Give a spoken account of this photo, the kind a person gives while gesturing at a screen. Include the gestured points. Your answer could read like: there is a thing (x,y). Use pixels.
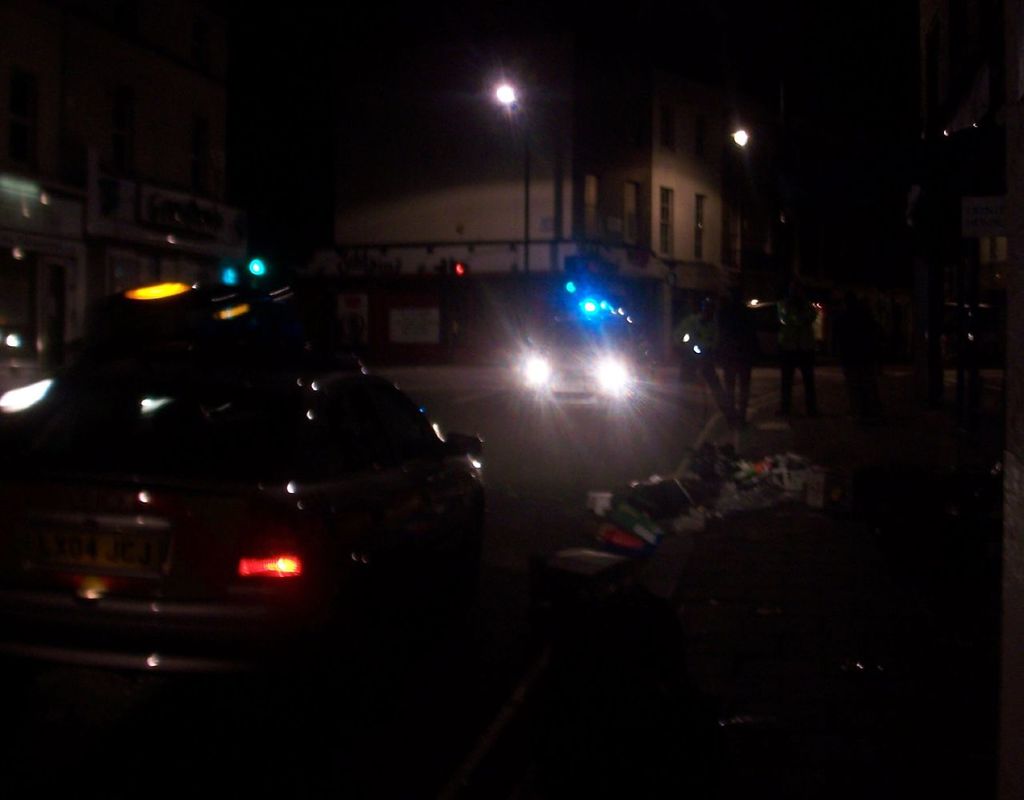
In this picture there is a car (180,383) on the left side of the image (52,536) and there are buildings (158,62) at the top side of the image (445,145), it seems to be the image, is captured during night time.
